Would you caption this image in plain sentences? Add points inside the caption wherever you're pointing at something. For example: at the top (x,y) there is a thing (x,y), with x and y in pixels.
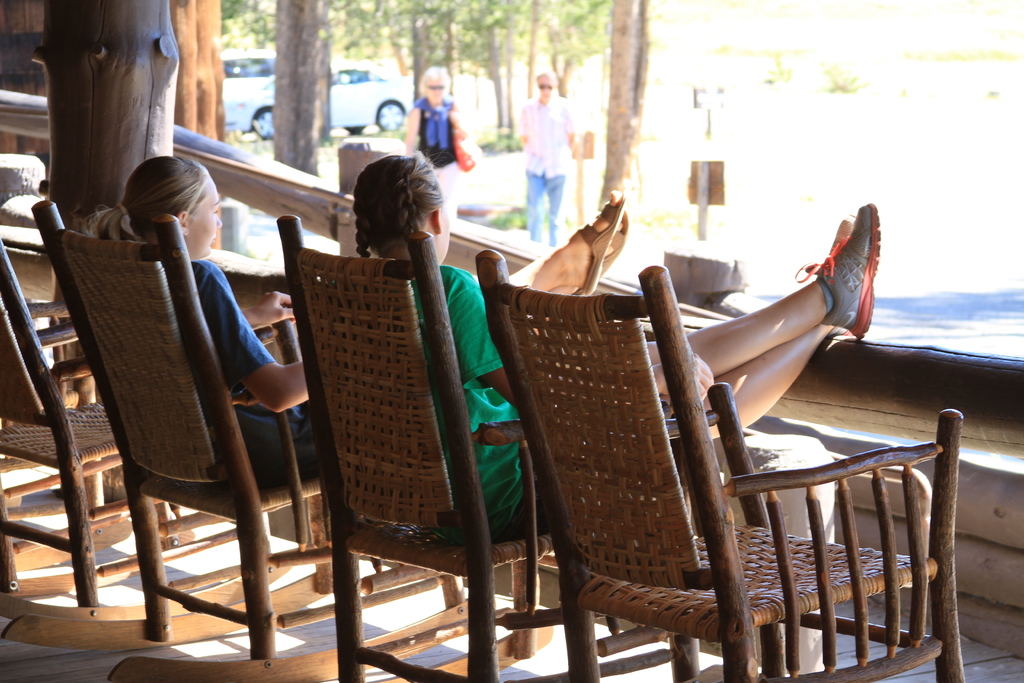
There are two girls (302,466) sitting on chair (401,480). Beside them, we see the stem (118,90) of a tree (141,66) and in the middle of the picture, we see two women (432,122) standing and behind them, we see cars (331,106) moving on the road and on background (496,25), we see trees (622,33) and it is a sunny day.
